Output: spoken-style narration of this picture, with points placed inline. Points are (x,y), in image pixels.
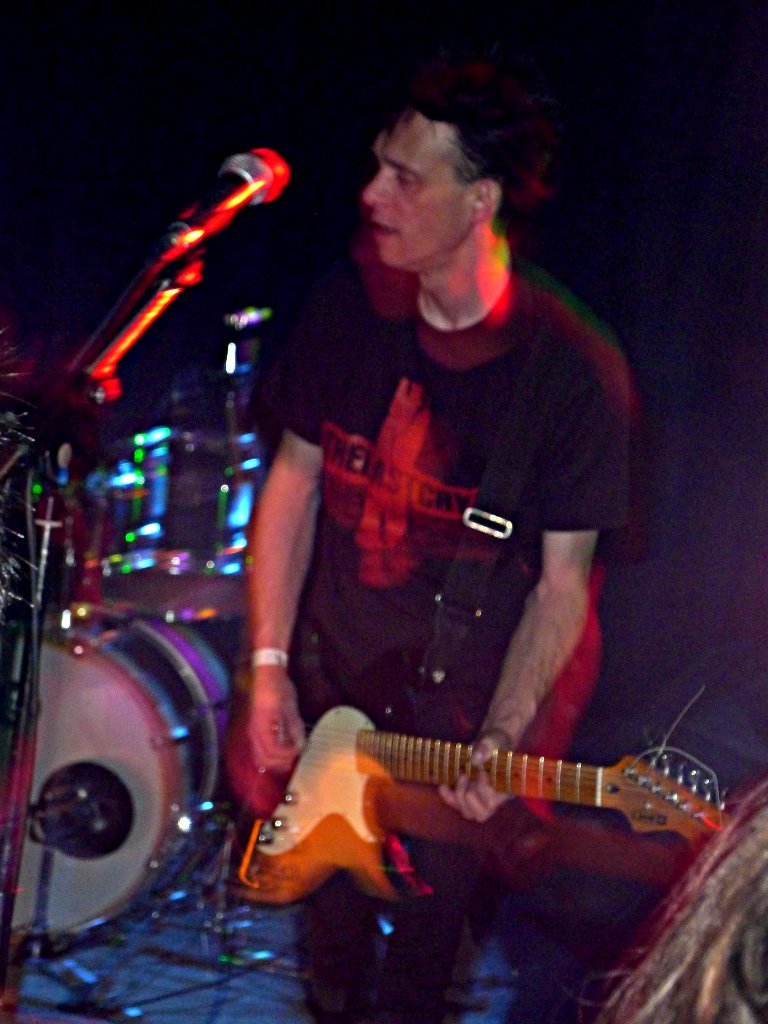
In this picture there is a person (447,325) standing and playing guitar (347,815) and there are drums (153,586) and there is a microphone (231,206). At the bottom (70,1008) there are wires (93,1009).
